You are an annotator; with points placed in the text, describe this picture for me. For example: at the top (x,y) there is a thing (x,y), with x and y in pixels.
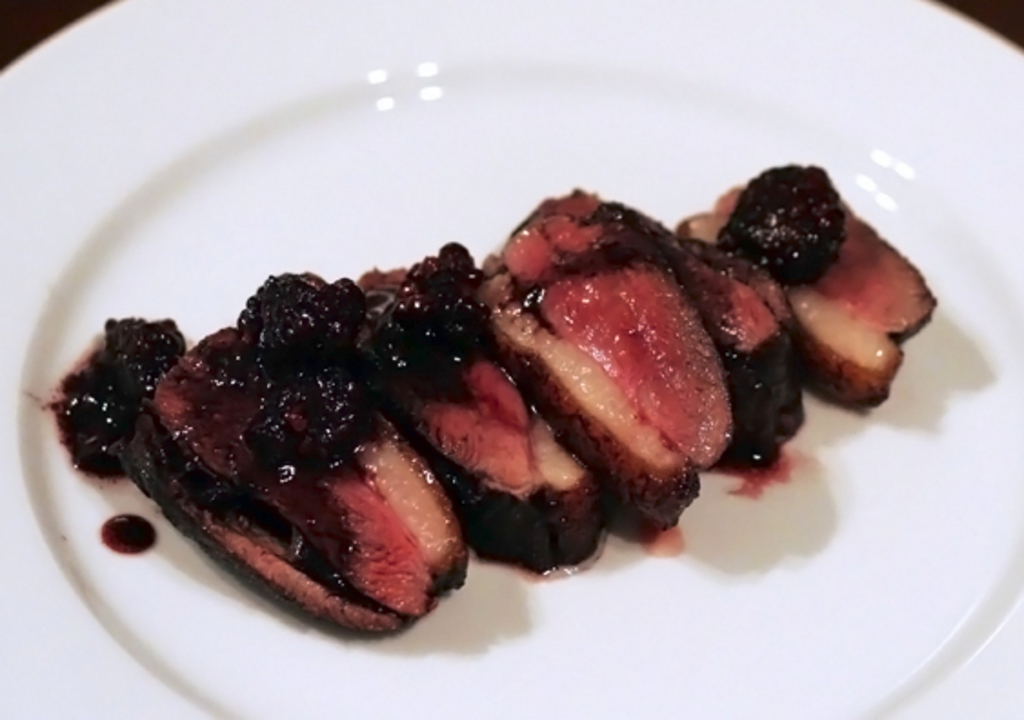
In the center of this picture (428,251) we can see a white color plate (947,20) containing some food items (549,320).
